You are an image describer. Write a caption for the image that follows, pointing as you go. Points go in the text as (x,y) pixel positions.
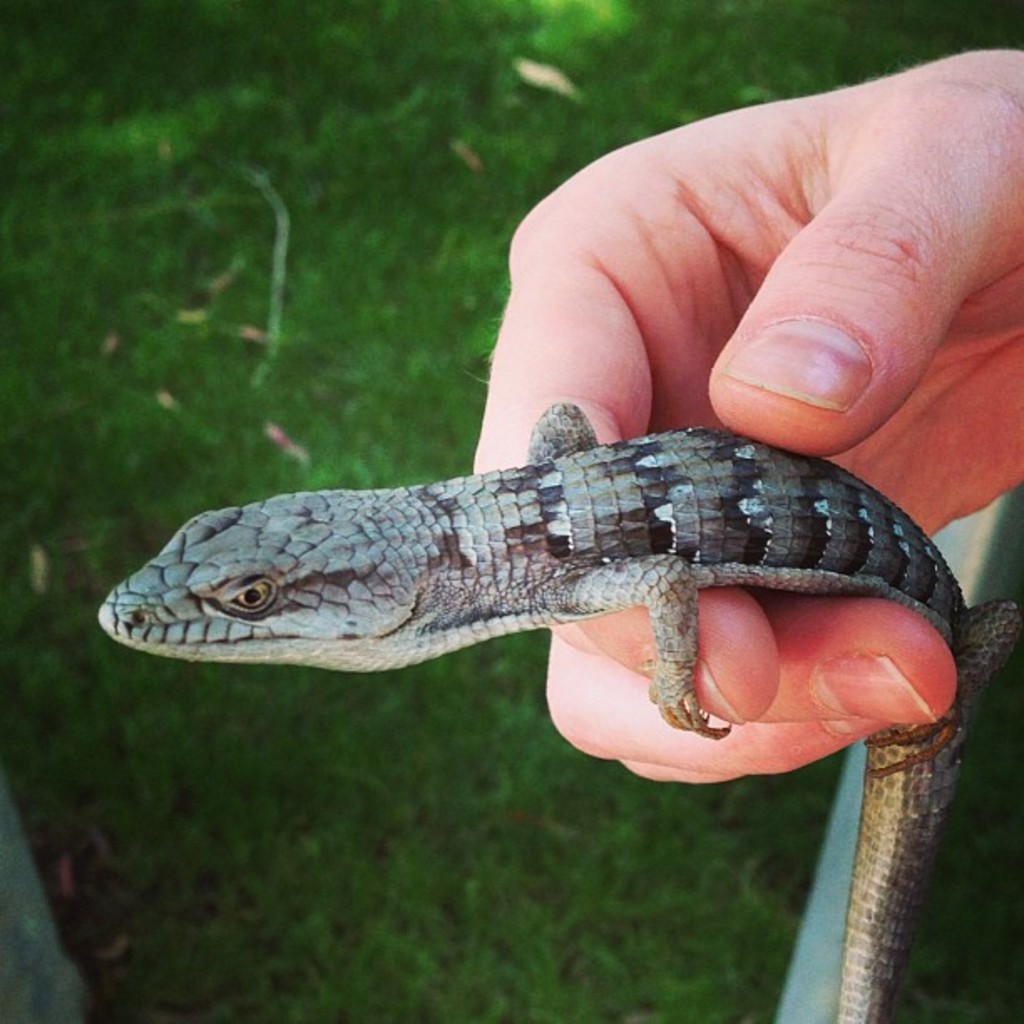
In this image we can see a person's hand (675,347) who is holding alligator lizard (540,569).
